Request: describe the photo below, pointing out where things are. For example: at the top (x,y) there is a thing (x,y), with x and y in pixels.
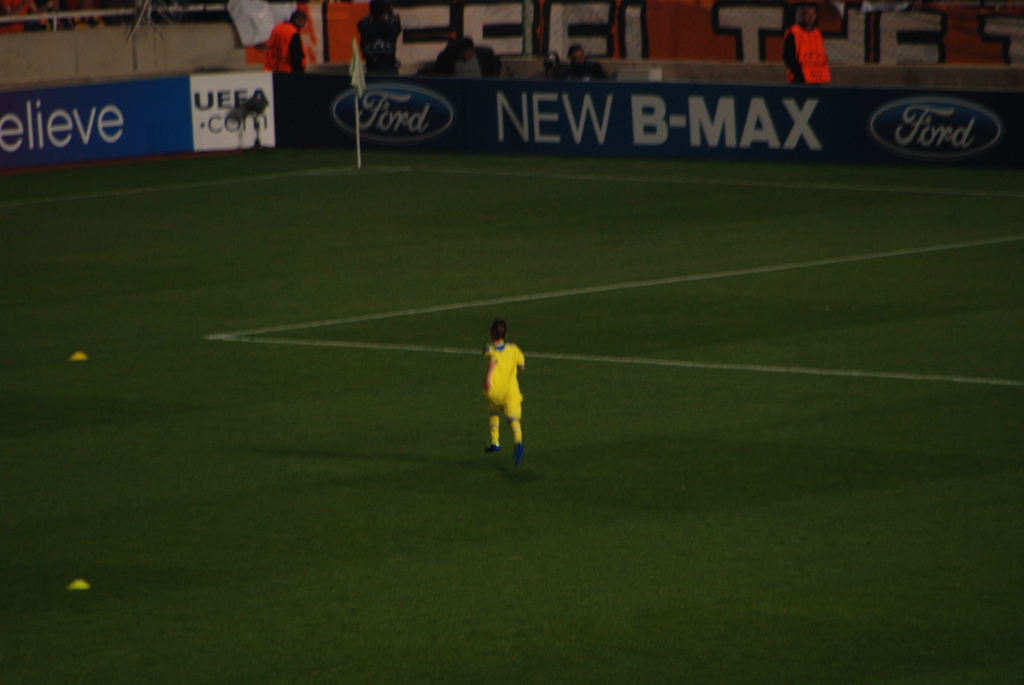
In this image we can see a person (492,426) running on the ground (476,425). On the top of the image (437,59) we can see the flag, a fence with some text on it, a group of people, a metal fence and a wall (406,48) with some text (327,51) on it.
